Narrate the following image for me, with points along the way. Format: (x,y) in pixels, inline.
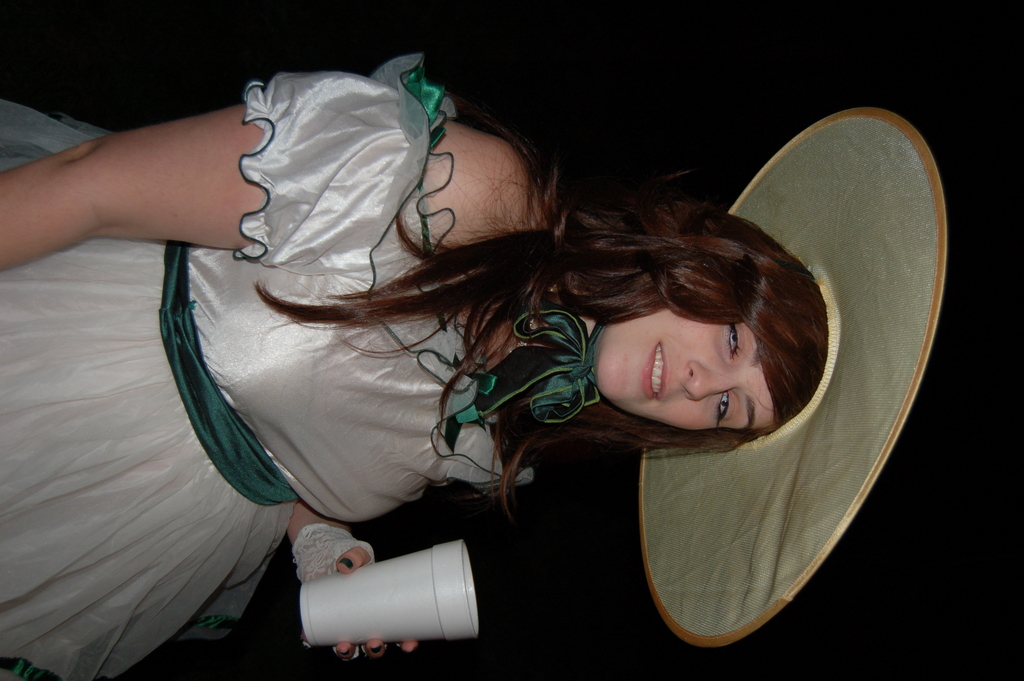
There is a woman (283,267) smiling and wore hat (830,409) and holding glass (462,599). Background (910,660) it is dark.
